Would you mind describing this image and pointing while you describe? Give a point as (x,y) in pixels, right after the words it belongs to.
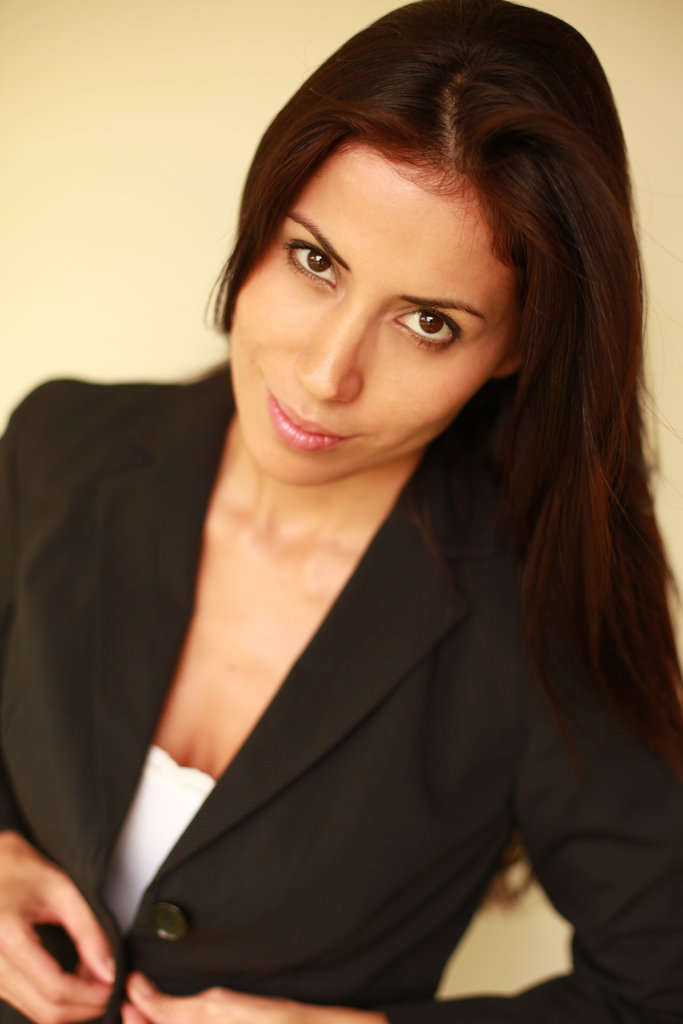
In this image we can see a woman (232,618) wearing black color blazer (129,722).
